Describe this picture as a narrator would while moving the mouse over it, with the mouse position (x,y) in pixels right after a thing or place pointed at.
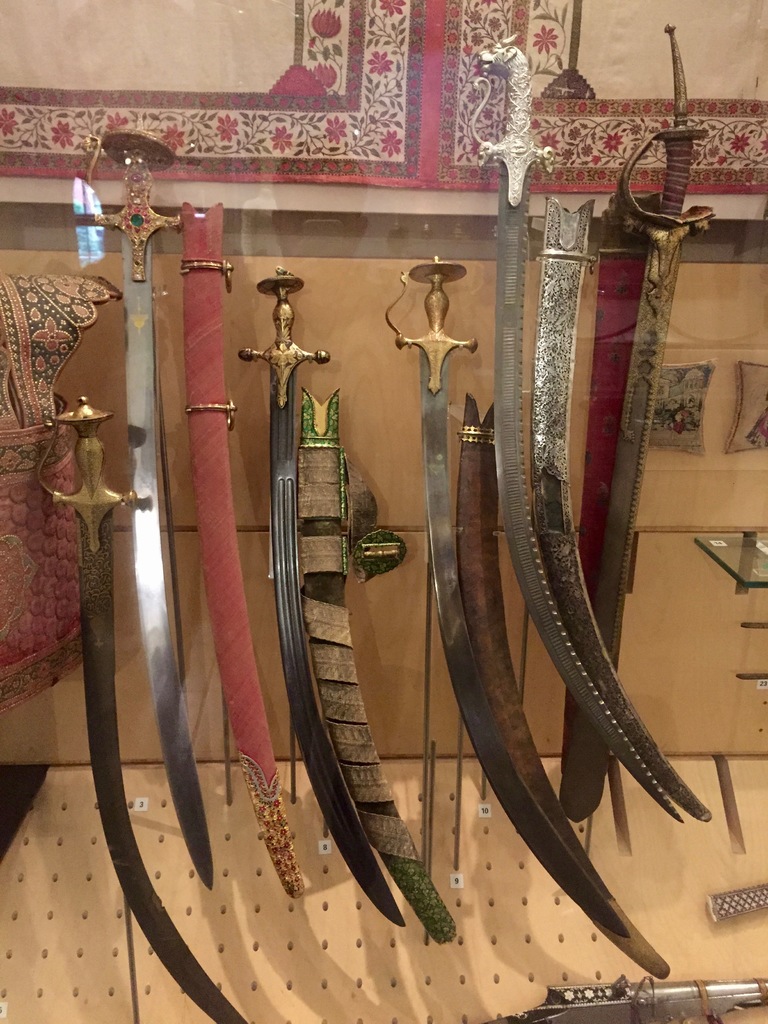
In this image there are swords (448,563) and there is a cloth (287,92) on the top (298,91) and on the left side (41,420).
